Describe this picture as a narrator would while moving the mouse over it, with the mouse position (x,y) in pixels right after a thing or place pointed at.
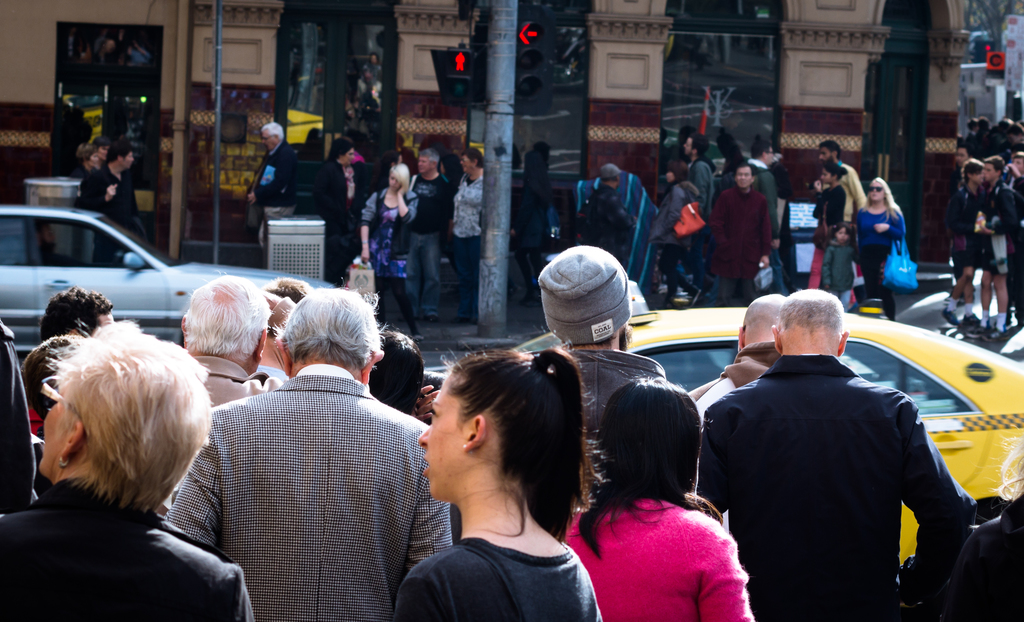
This is an outside view. At the bottom of the image (447,416) I can see few people (294,396) are standing. In front of these people (402,348) I can see two cars (688,345) on the road (429,353). On the other side of the road (437,364) there are many people (452,191) standing and few are walking on the footpath (510,303) and also there are some poles (486,143). In the background (647,48) there are some pillars (411,76).
